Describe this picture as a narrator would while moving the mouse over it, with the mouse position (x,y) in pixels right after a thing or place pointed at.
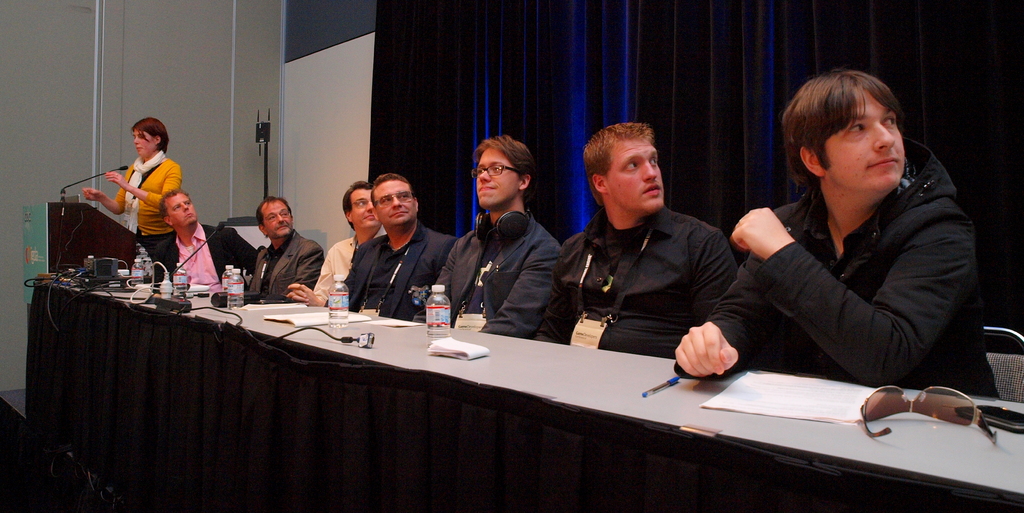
In this image we can see some people (644,256) are sitting on the chairs (1023,367) near the table (954,450), one black curtain (547,479) attached to the table (455,334), some people (255,284) are wearing ID cards (461,322), some water bottles (235,294), some papers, one pen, some wires (118,277), some objects (103,284) on the table (116,292), one woman (134,208) standing near a microphone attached to the podium (66,228). There is one board (42,246) attached to the podium (76,221) on the stage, one pole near the wall (230,151), one headset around the man's neck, one big blue and black color curtain (626,75) attached to the wall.
